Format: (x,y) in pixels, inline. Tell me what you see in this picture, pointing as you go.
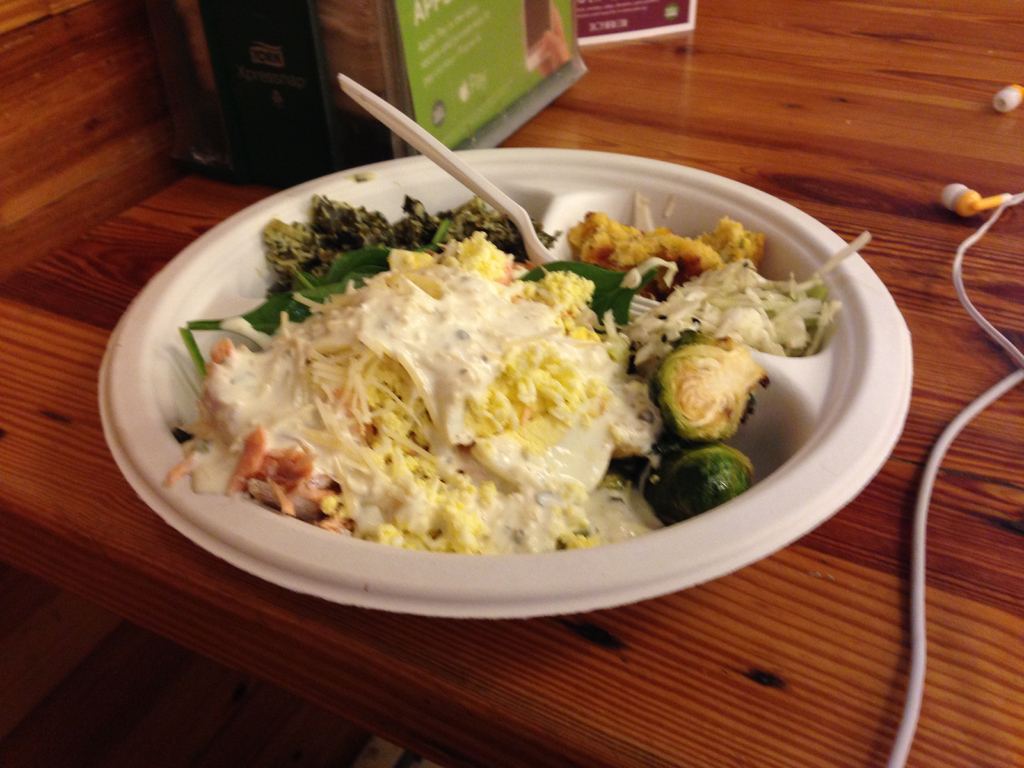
In this picture there is an edible (490,217) and a fork (424,148) placed in the bowl (432,174) and there are some other objects (377,33) beside it.
